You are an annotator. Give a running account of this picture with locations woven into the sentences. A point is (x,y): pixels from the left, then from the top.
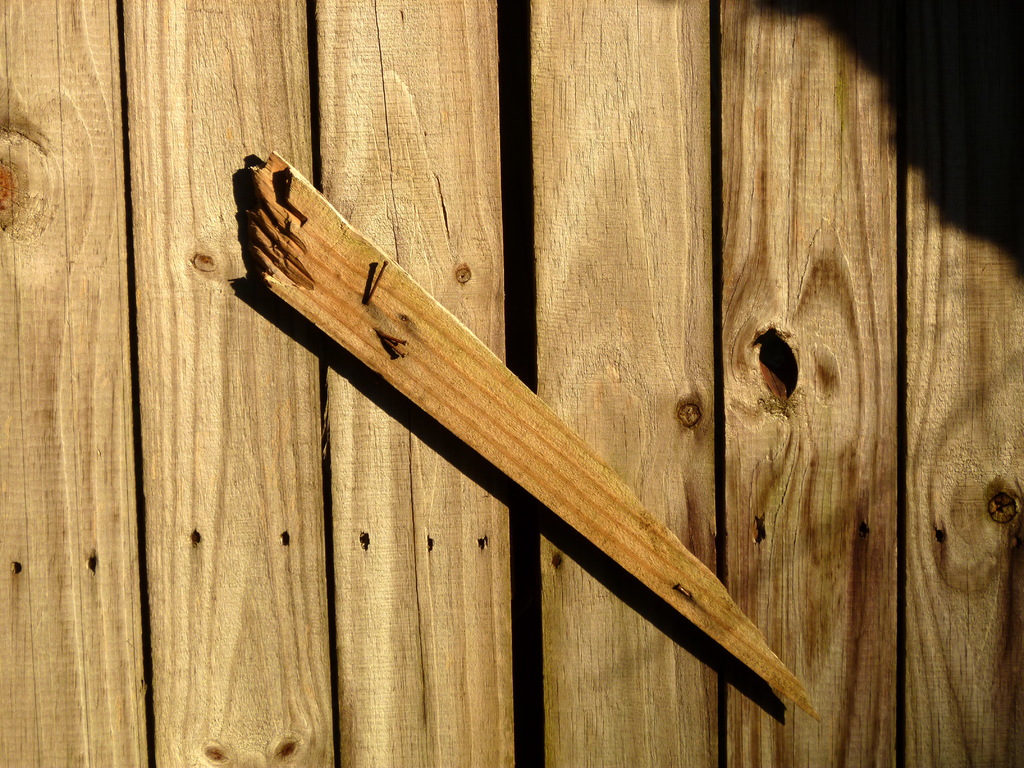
In the picture we can see a wooden planks wall (510,609) with a wooden stick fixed on it.
